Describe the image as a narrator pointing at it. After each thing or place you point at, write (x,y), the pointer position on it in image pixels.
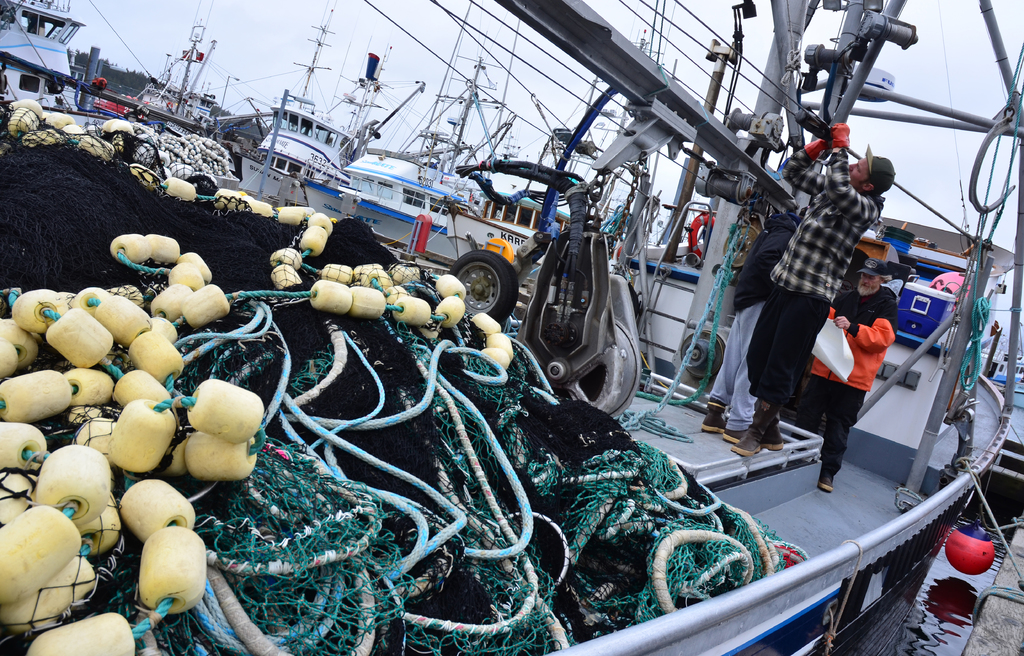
In this image I can see a person (816,247) wearing black and white shirt (842,251), black pant (812,317) and shoe (752,430) is standing and I can see few cream colored objects (221,405) to the blue colored rope (185,401) and the net (234,515) which is blue and black in color. In the background (879,315) I can see few persons (759,283) standing on the ship (938,508), few other ships (394,179), few trees (134,84), the water (948,568) and the sky (569,74).
